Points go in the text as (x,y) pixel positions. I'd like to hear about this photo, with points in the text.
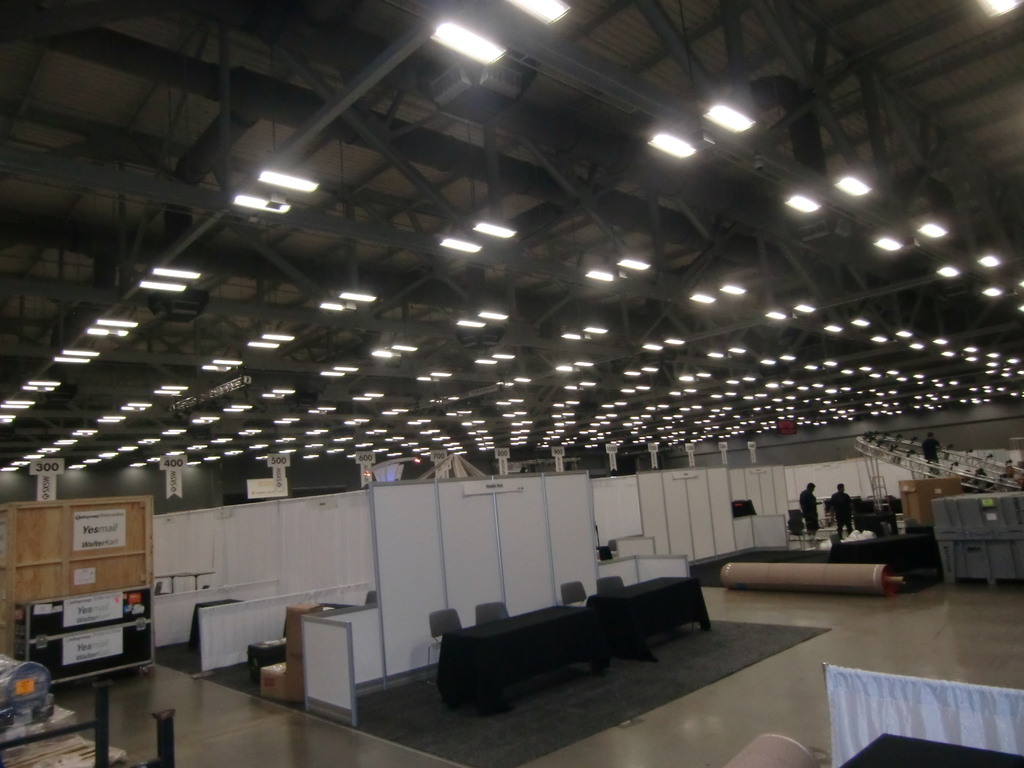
In this image I can see two persons (809,515) standing, in front (469,679) I can see four chairs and a table (577,633), at the back (711,404) there are few lights (720,395). At left (114,535) I can see a board (41,559) in brown color.
